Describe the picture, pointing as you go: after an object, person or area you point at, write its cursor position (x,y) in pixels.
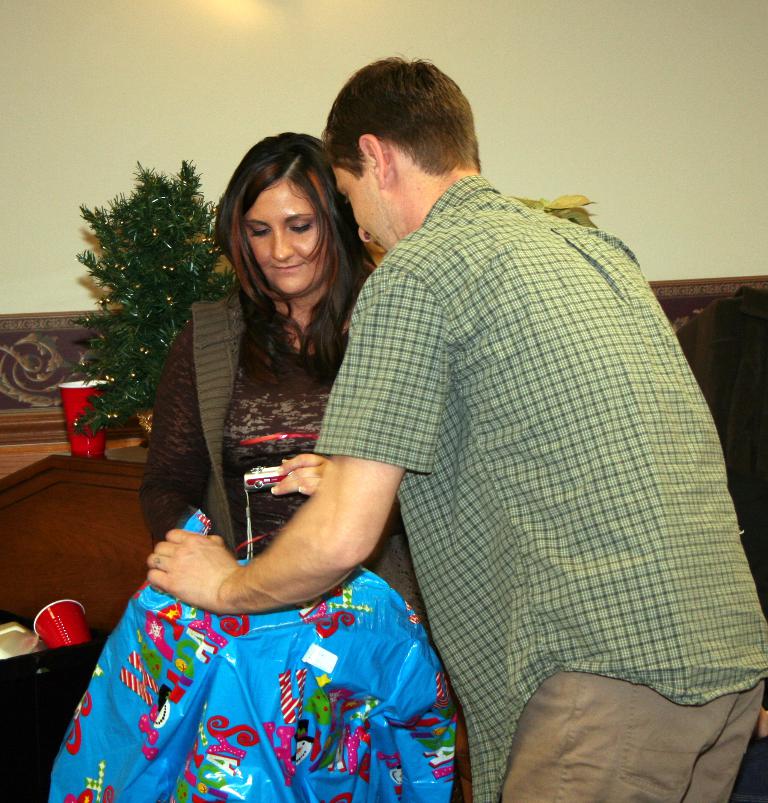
In this picture we can see the man (542,327) wearing green color shirt (493,593) and standing in the front (343,488). Beside there is a woman (241,338) standing and looking to the gift (182,672). Behind there is a decorative plant (172,318) and white wall (122,60).
